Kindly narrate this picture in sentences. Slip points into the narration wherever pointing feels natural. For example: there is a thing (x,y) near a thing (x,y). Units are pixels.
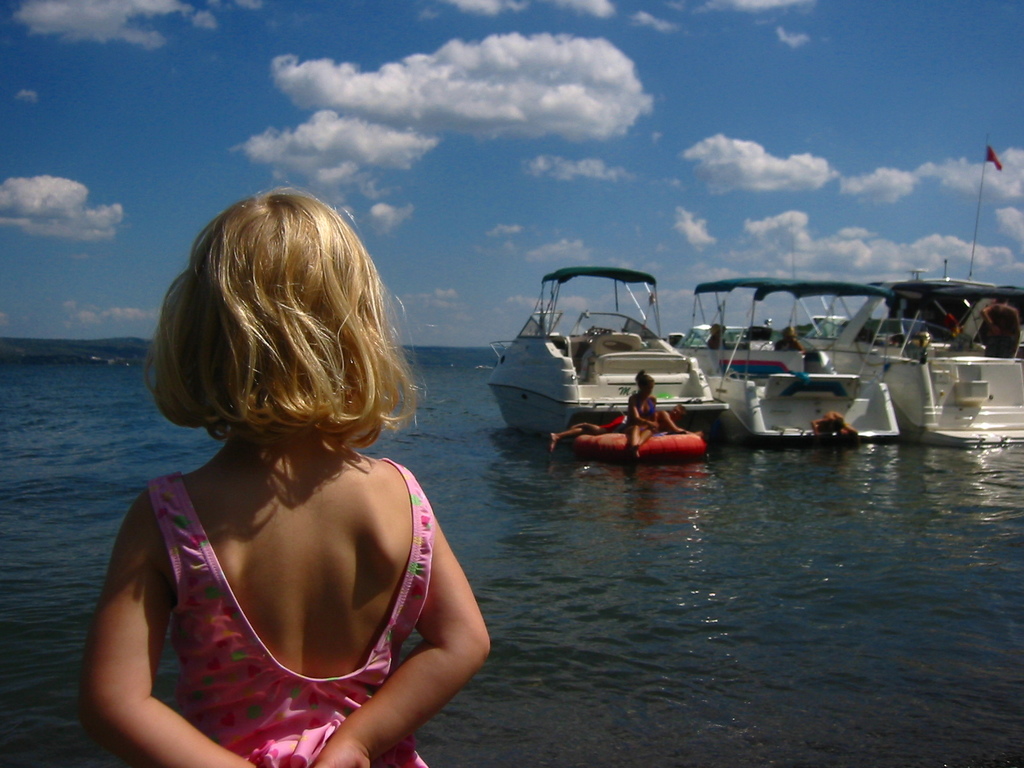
This is the picture of a sea (12,541). In this image there is girl (302,314) standing. At the back (554,308) there are boats (989,302) on the water (801,573) and there are group of people (1020,316) on the boat (633,372). At the top (843,95) there is sky (737,86) and there are clouds (475,108). At the bottom (588,578) there is water (11,579).
